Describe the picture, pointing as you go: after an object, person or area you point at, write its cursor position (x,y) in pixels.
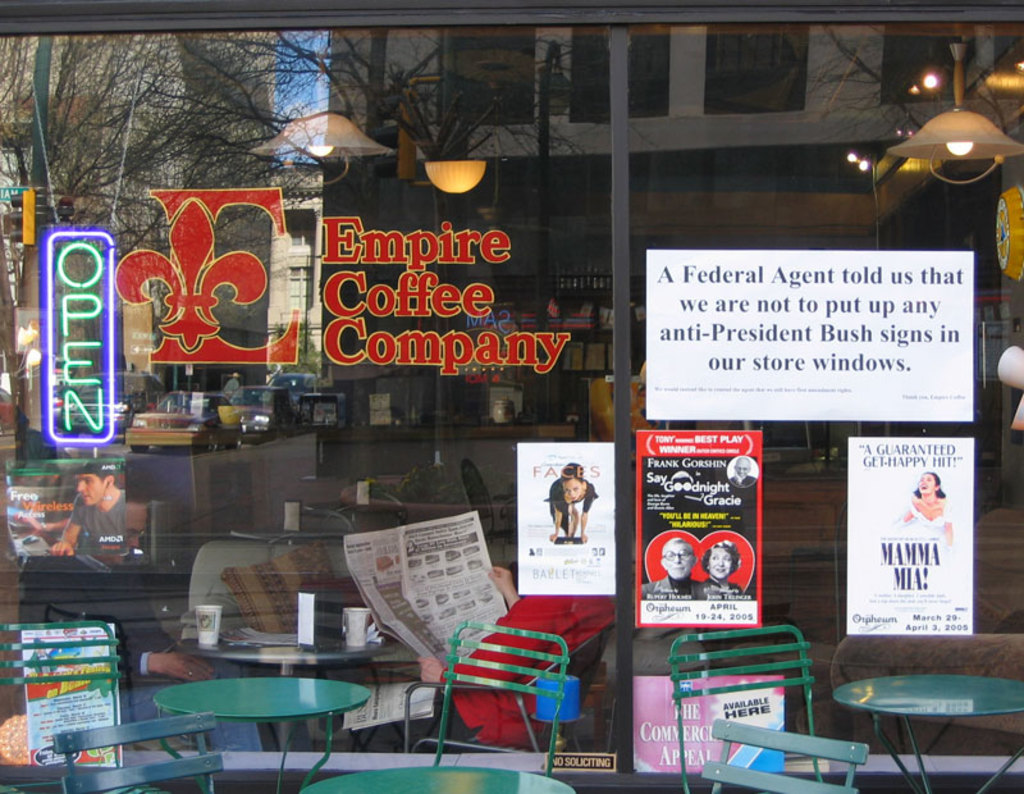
In this image there is a glass (548,265) in the middle (538,439). On the glass (284,382) there are so many posters (717,504) and a logo (195,311) with some text (416,266) beside it. At the bottom (308,713) there are tables (276,704) and chairs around it. On the glass (304,115) we can see the reflections (423,183) of the buildings (263,102) and trees (149,90). At the top (924,140) there is the light (941,118). Through the glass (254,525) we can see that there is a table (260,653) and few people (512,616) sitting around the table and reading the news papers (450,585). On the table (242,645) there are cups (351,624).
